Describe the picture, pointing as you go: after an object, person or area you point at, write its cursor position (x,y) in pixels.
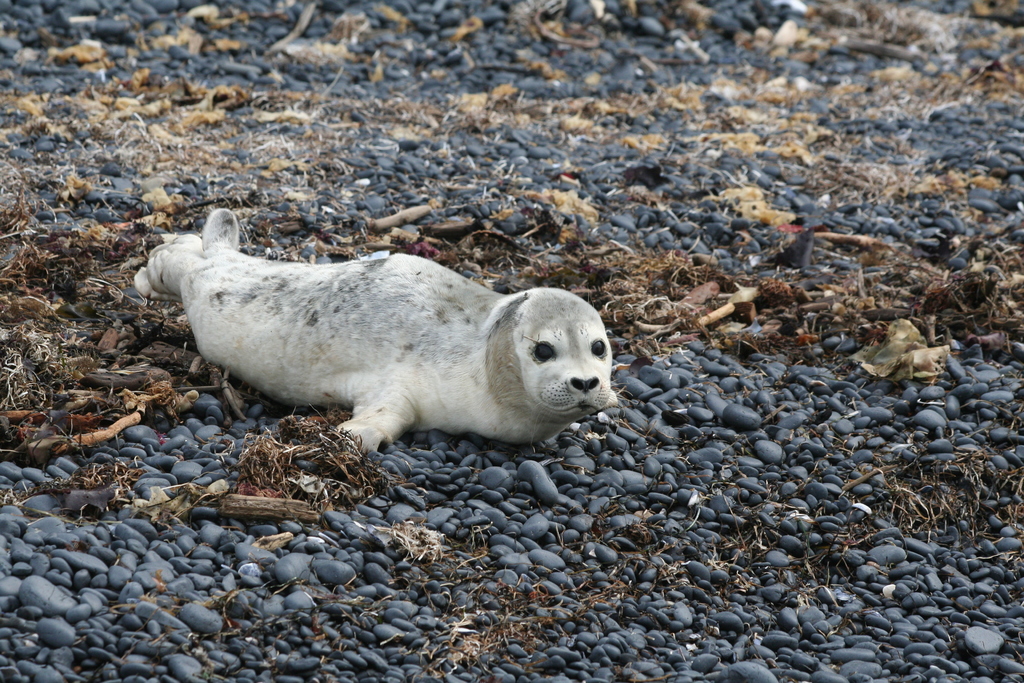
In this image there is an animal (549,314) on the stones (575,509) having few grass (648,301) and some objects (770,305) on it.
